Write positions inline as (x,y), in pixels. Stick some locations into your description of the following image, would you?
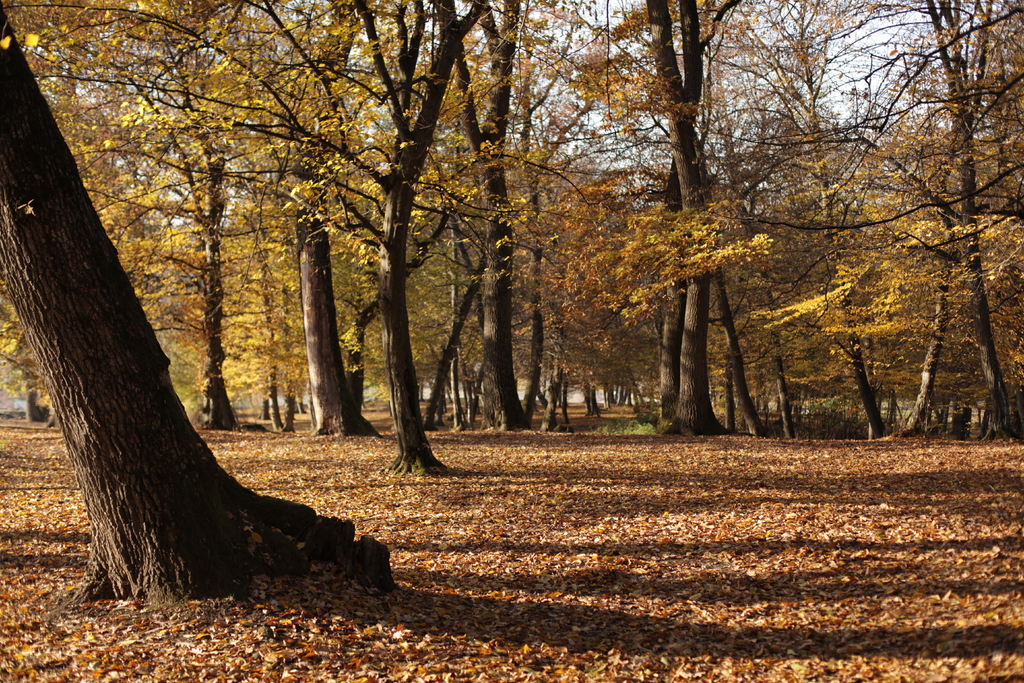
In this image, we can see some dried leaves (527,647) on the ground (537,653), there are some trees (454,151), at the top (914,71) we can see the sky (575,33).
